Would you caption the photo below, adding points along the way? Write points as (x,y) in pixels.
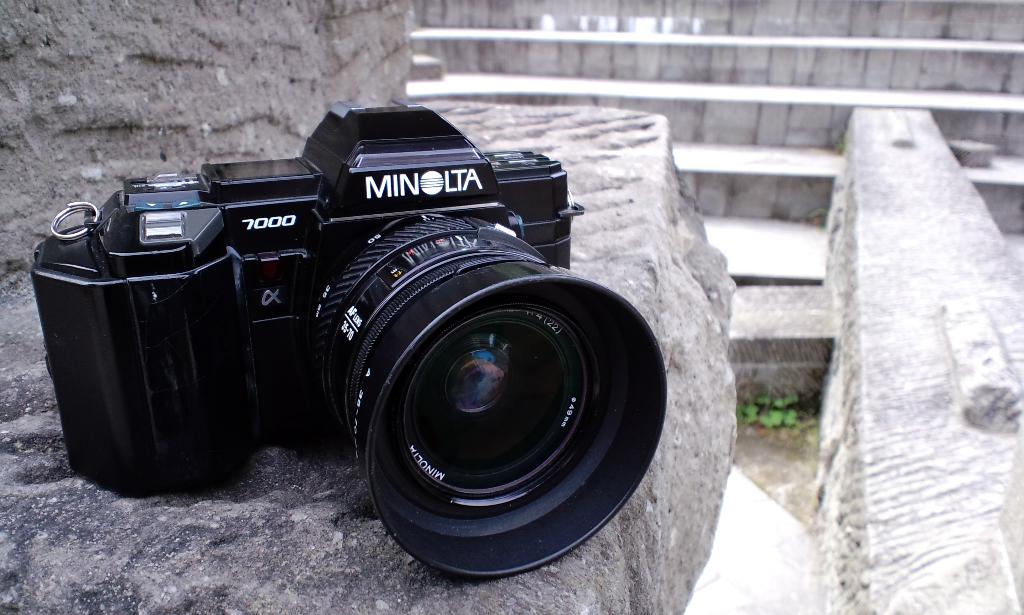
In this picture there is a camera (554,318) on the rock (413,584). At the back (741,36) there is a staircase (740,298) and there is a wall (870,361). At the bottom (800,427) there is a plant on the ground (793,460).
